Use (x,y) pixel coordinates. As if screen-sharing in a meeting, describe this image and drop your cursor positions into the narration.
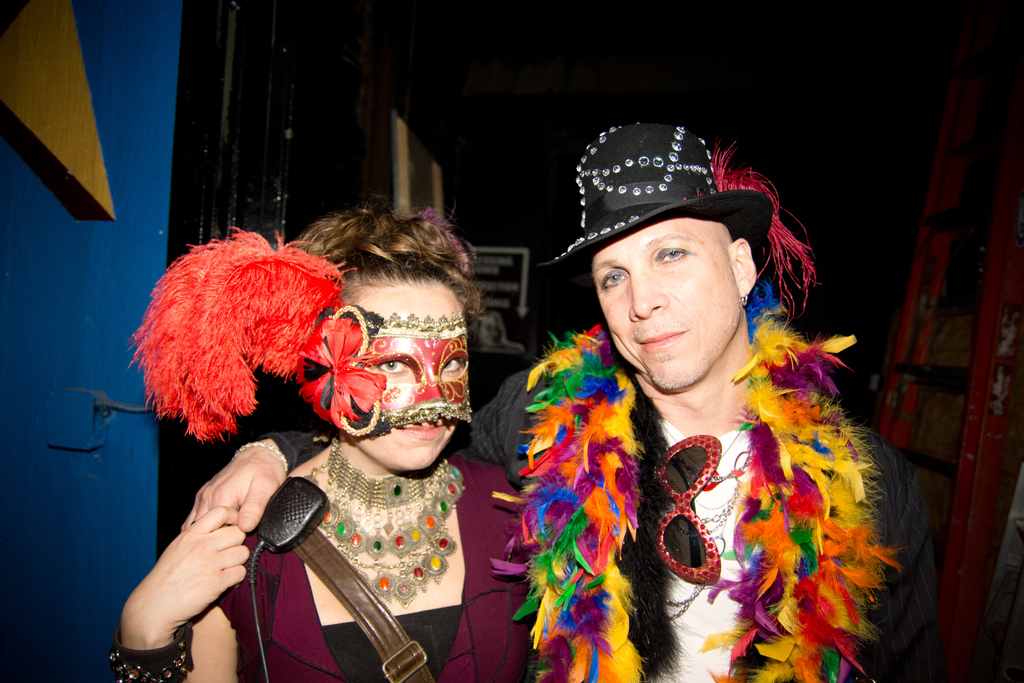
In this image, we can see some people (753,471) wearing costumes (522,566). We can also see a ladder (1018,287) on the right (980,577). We can see the wall (129,398) with some objects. We can also see the background (217,75) and some objects (424,156).
